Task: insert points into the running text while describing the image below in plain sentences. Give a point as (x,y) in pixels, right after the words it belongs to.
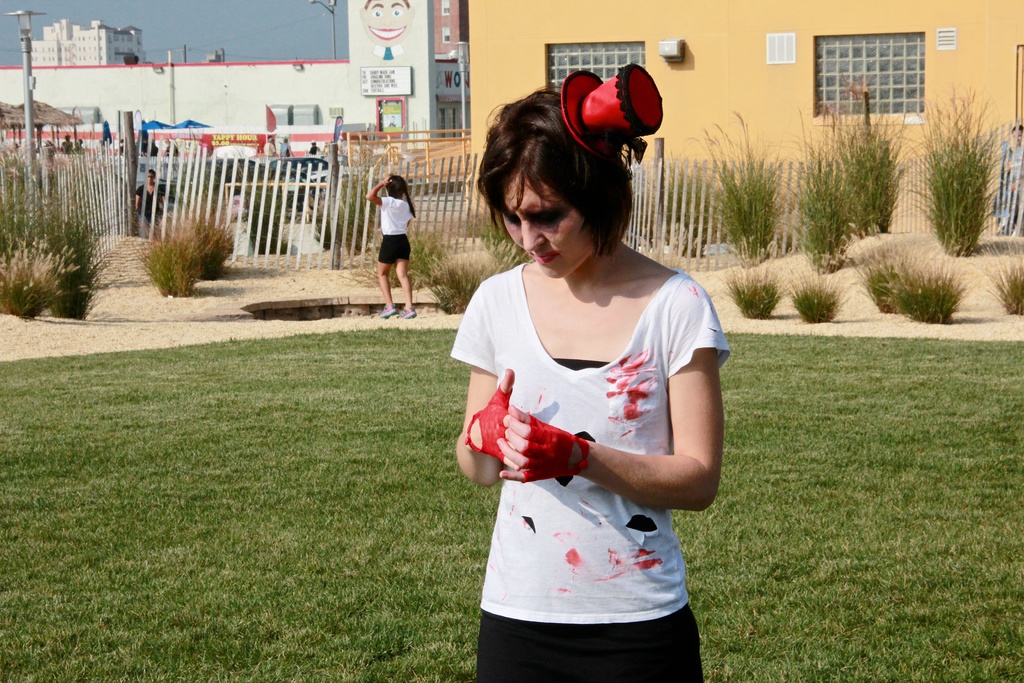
In this image there are people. At the bottom (116,587) there is grass (864,524) and we can see plants (743,228) and there are buildings (428,116). We can see poles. At the top (303,38) there is sky (147,35) and we can see a fence (90,193).
